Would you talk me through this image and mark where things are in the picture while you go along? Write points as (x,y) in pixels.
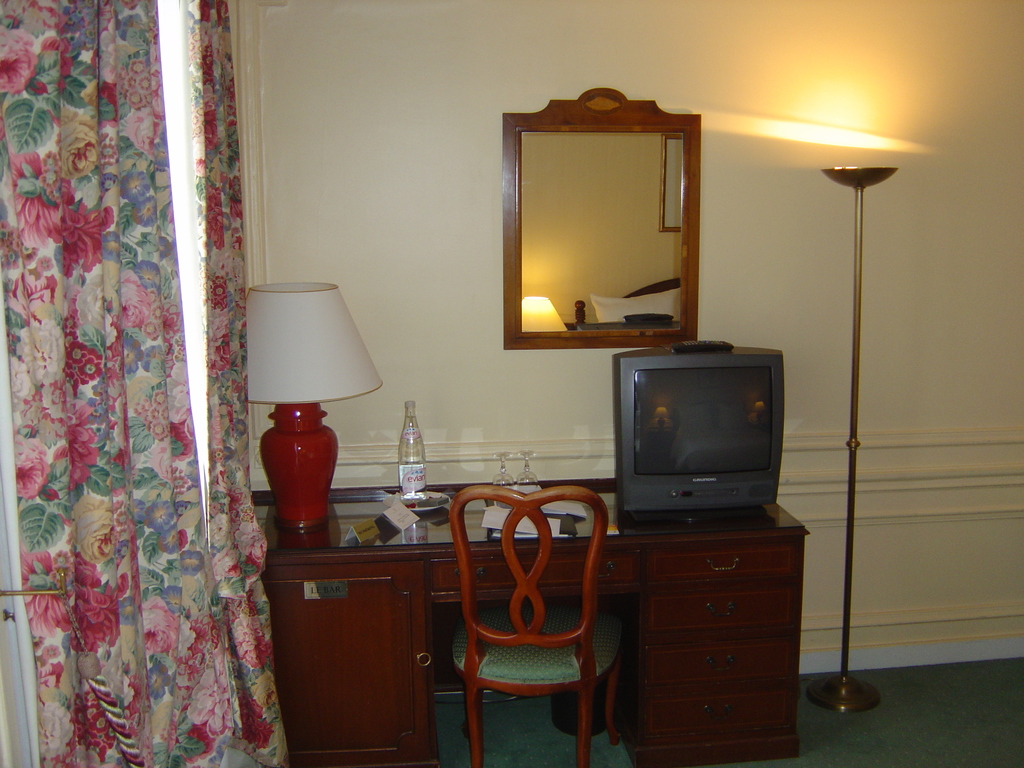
In this image I see a table (660,762) on which there is a TV (738,414), glasses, a bottle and a lamp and I see a chair (571,493) over here. In the background (314,18) I see the wall (819,493), light (831,127), mirror (693,115) and the curtain (1,22).
